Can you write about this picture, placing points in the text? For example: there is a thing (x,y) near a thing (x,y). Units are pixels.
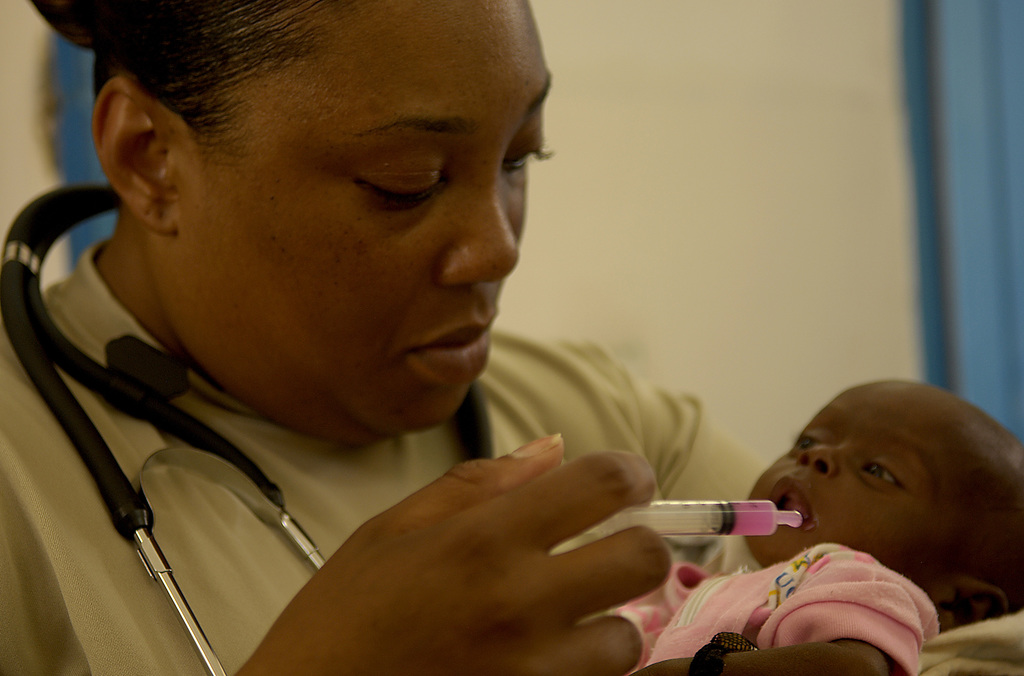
In this image there is a person (254,563) with a stethoscope (24,346), holding a baby (850,527) and feeding the baby (824,508) with a syringe (754,503), and in the background (696,281) there is wall (744,174).
